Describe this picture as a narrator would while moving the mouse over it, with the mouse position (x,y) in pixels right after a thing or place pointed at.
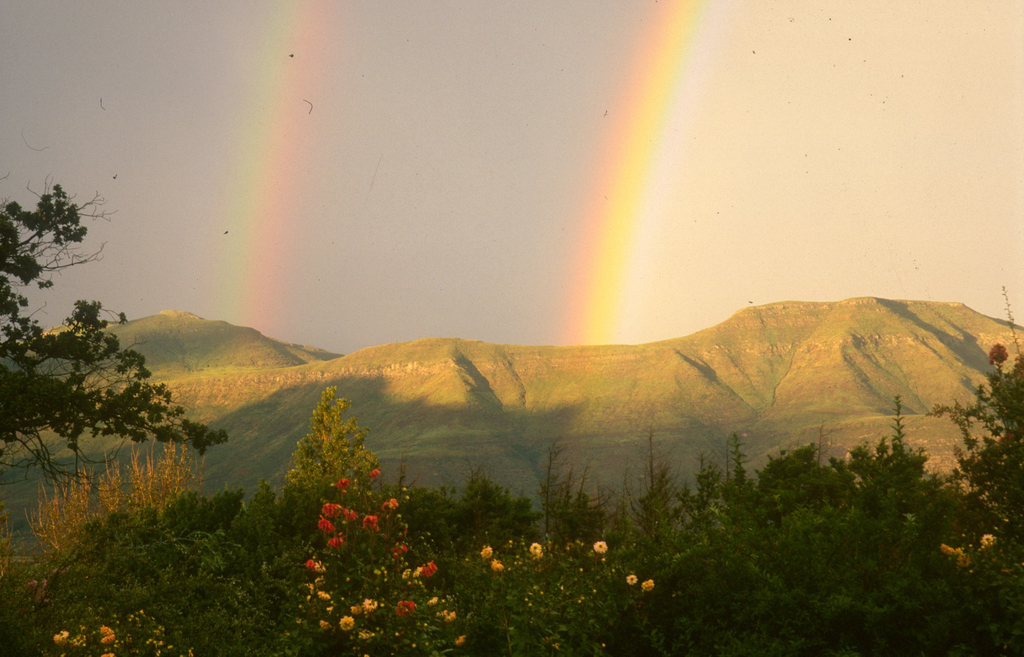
In this image we can see some trees (853,561) and plants (364,615) with flowers (398,633) and in the background (290,375), we can see the mountains (252,359) and at the top (194,136) we can see the sky (620,178) with double rainbow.
